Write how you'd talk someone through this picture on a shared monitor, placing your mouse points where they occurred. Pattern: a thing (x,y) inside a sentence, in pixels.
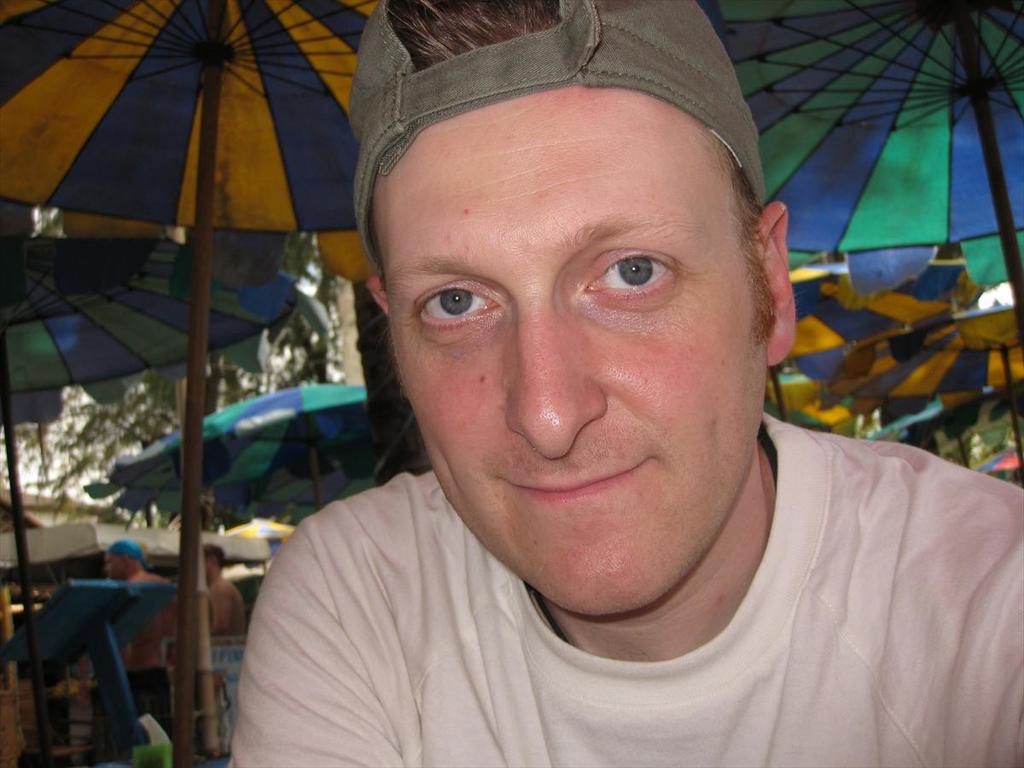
Here in this picture we can see a person (502,341) present over a place and we can see he is smiling and wearing cap (676,88) and behind him we can see number of umbrellas (219,306) used as tents (867,348) present over there and we can also see other people (212,546) standing in the far and we can see trees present in the far.
